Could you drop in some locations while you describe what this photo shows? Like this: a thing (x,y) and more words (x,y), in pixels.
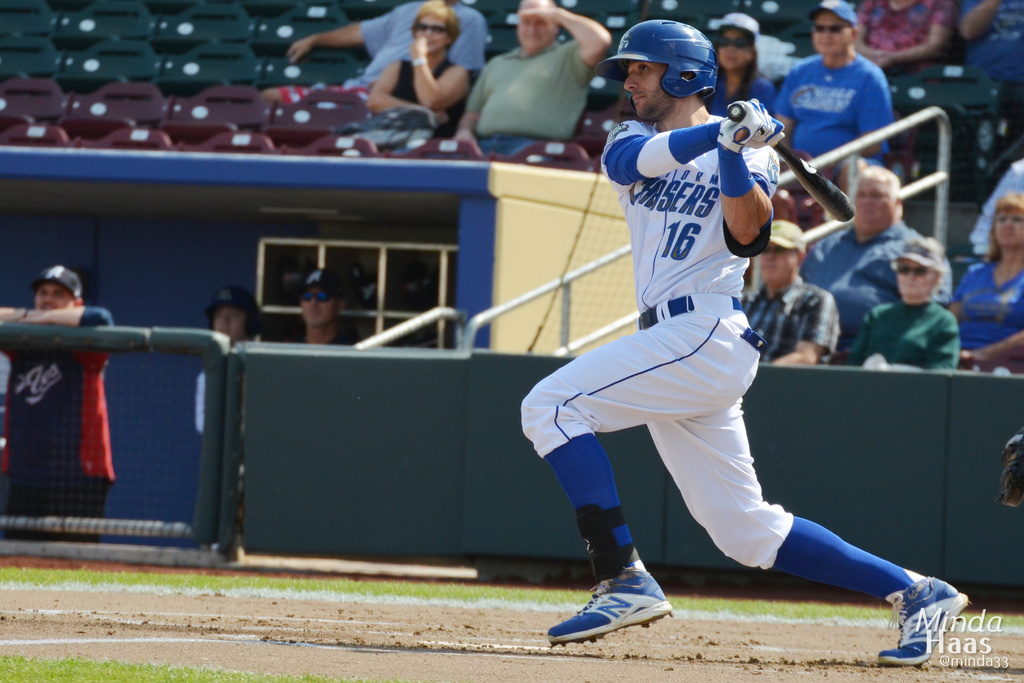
This picture is clicked outside. In the foreground (733,184) there is a person (644,274) wearing a white color t-shirt (664,210), helmet (698,31), holding a baseball bat (817,182) and seems to be running. In the background (895,365) we can see the chairs (198,73) and group of people (1018,293) sitting on the chairs (274,111) and we can see the metal rods (43,339). At the bottom right corner (929,639) there is a text (945,639) on the image.
